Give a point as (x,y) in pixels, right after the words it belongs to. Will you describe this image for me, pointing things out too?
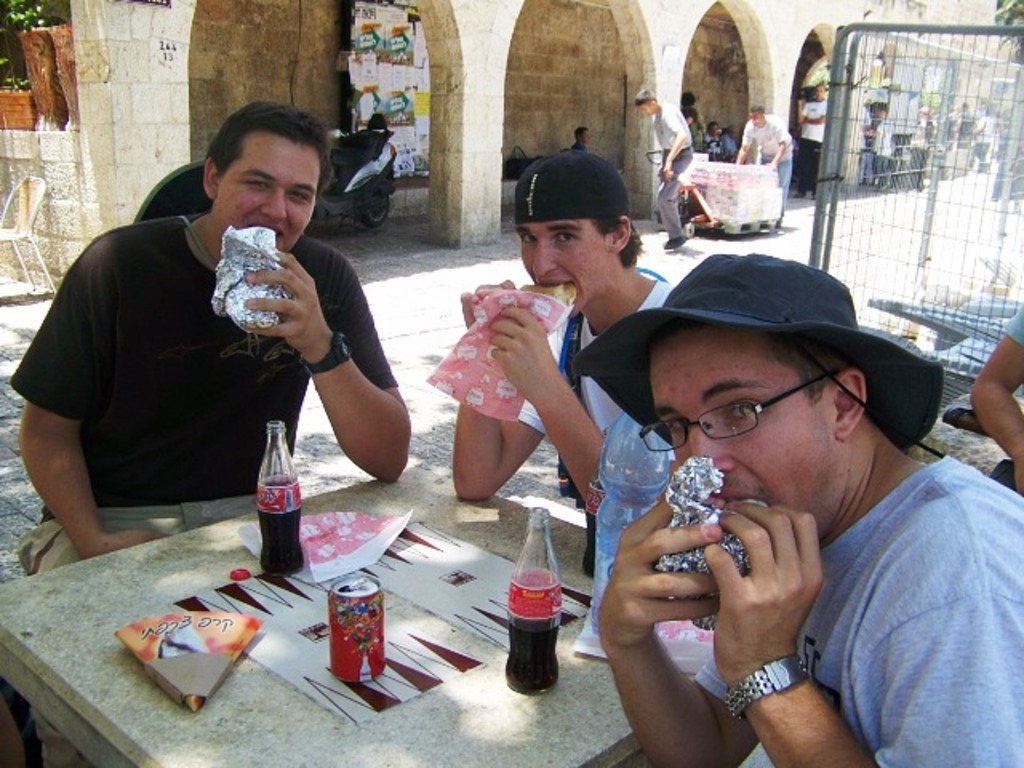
In this image I can see few people (763,521) sitting and eating the food (681,555). These people (839,561) are sitting in-front of the cement bench (227,742). On the bench (314,704) I can see the papers (255,537), glass bottles (276,514) and tin (349,582). To the right (842,114) I can see the railing (842,128). In the background (187,56) I can see the trees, chair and the building (588,17). I can see the motorbike (374,137) and two people (680,152) holding the trolley (707,218). In the background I can see few more people (878,141).
